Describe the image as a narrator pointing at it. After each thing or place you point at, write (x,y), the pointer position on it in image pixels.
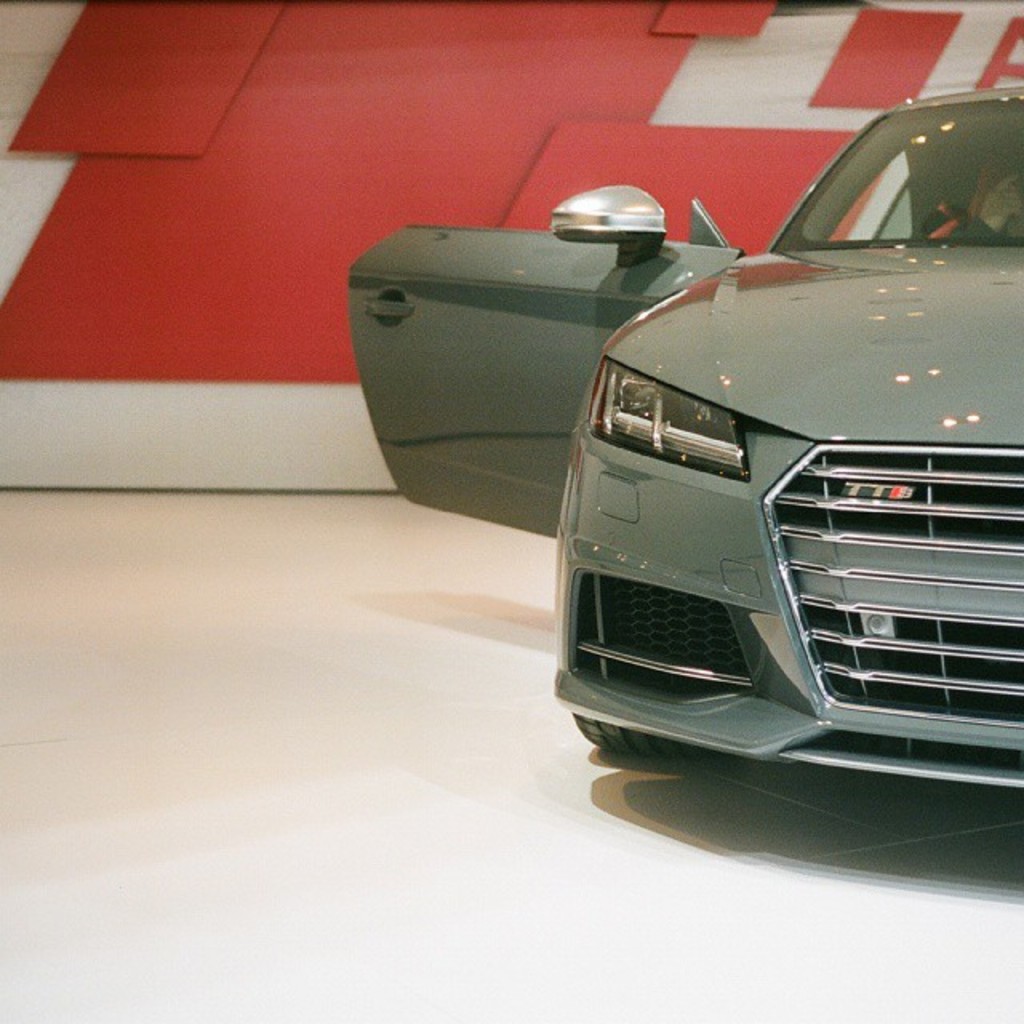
On this white surface (571,816) there is a vehicle (946,464). This vehicle door (433,283) is open. Background (742,110) there is a red and white wall (639,118).
